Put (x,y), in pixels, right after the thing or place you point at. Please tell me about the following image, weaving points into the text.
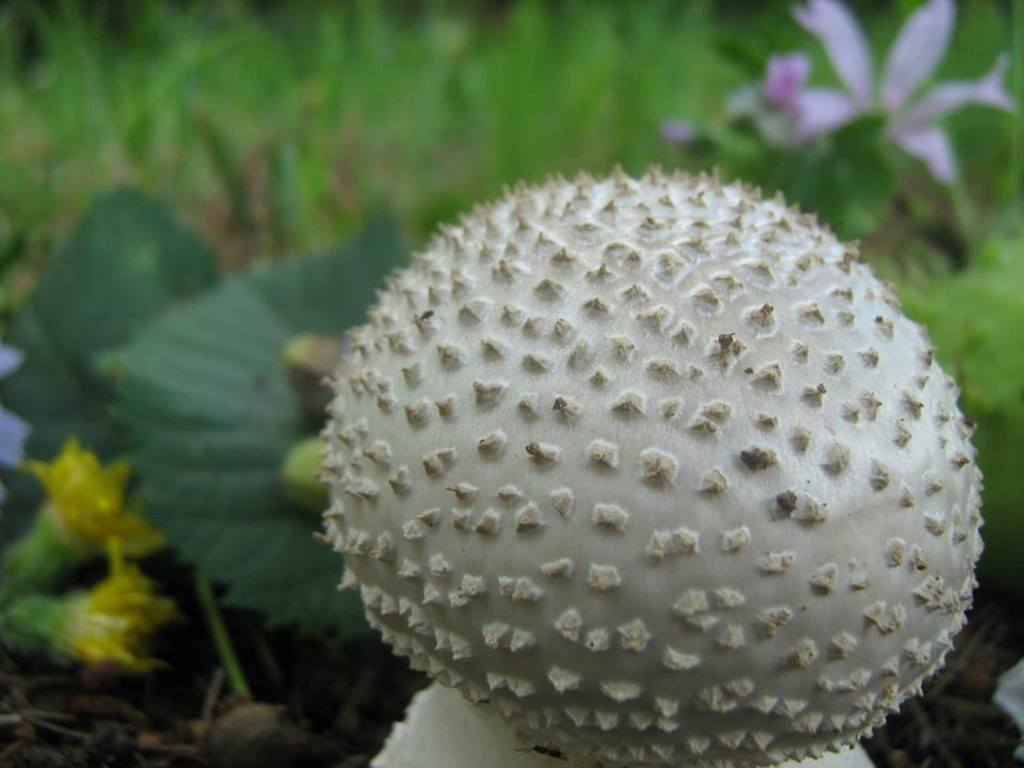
Here in this picture we can see a warty mushroom (568,300) present on the ground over there and we can also see other flowers (81,497) and plants (596,134) also present over there.
